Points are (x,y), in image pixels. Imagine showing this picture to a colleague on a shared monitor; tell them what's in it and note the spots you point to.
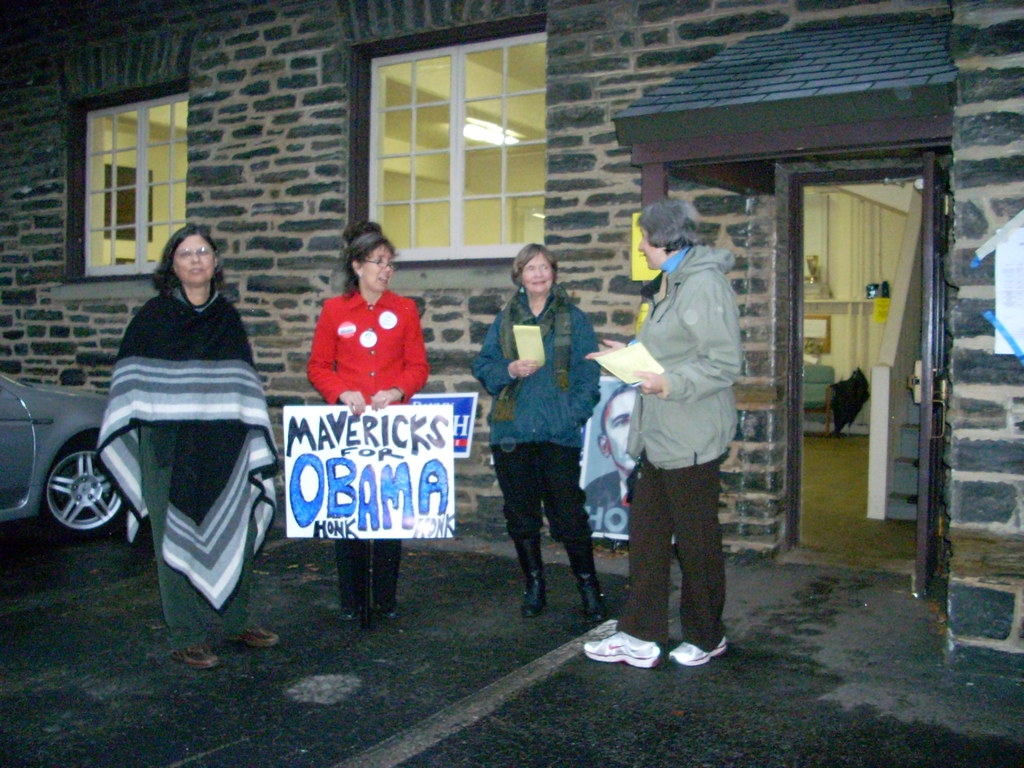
Here I can see four women (486,342) and women (701,585) are wearing jackets (496,356) and standing on the ground (604,704). The woman (683,402) and one women (506,381) are holding some papers (620,366) in their hands (589,357). The woman (382,345) who is standing in the middle (369,394) is holding a board (378,451) in her hands (384,393). On the left side (48,443) there is a car (41,507). In the background (650,192), I can see a building (610,119) along with the doors (932,459) and windows (143,168).
